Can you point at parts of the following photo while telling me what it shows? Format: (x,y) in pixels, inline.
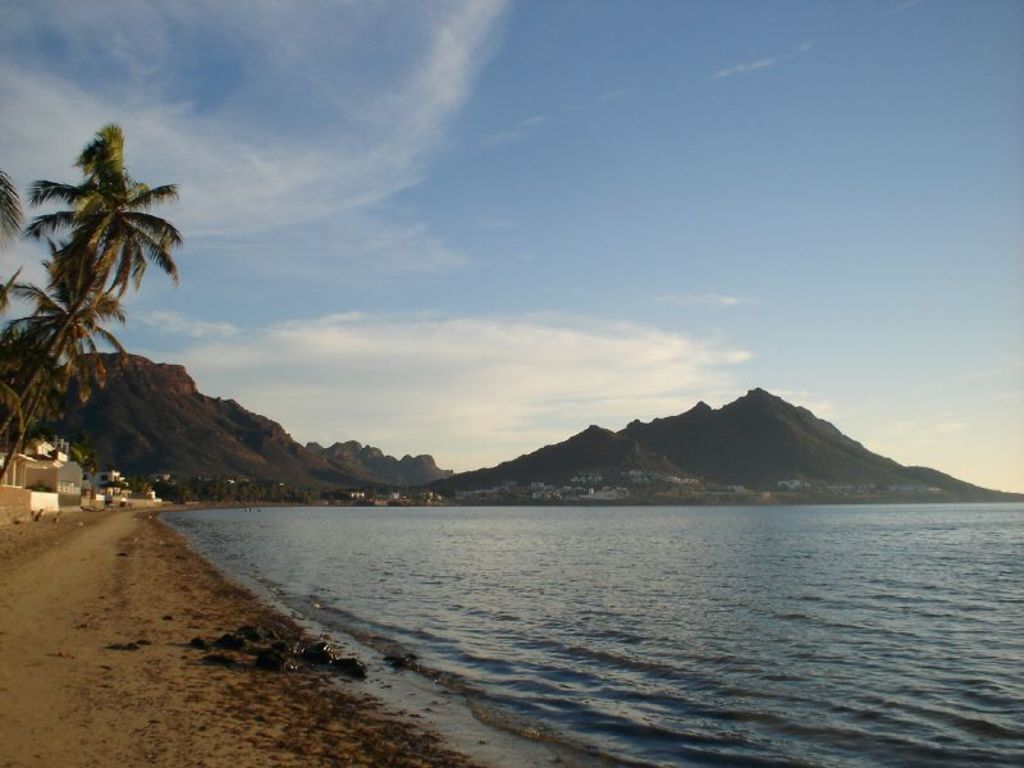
In this picture we can see water (671,516). There are a few houses (118,484) and trees (12,413) on the left side (81,349). We can see a few mountains (99,437) in the background (437,476). Sky (419,322) is blue in color and cloudy.
